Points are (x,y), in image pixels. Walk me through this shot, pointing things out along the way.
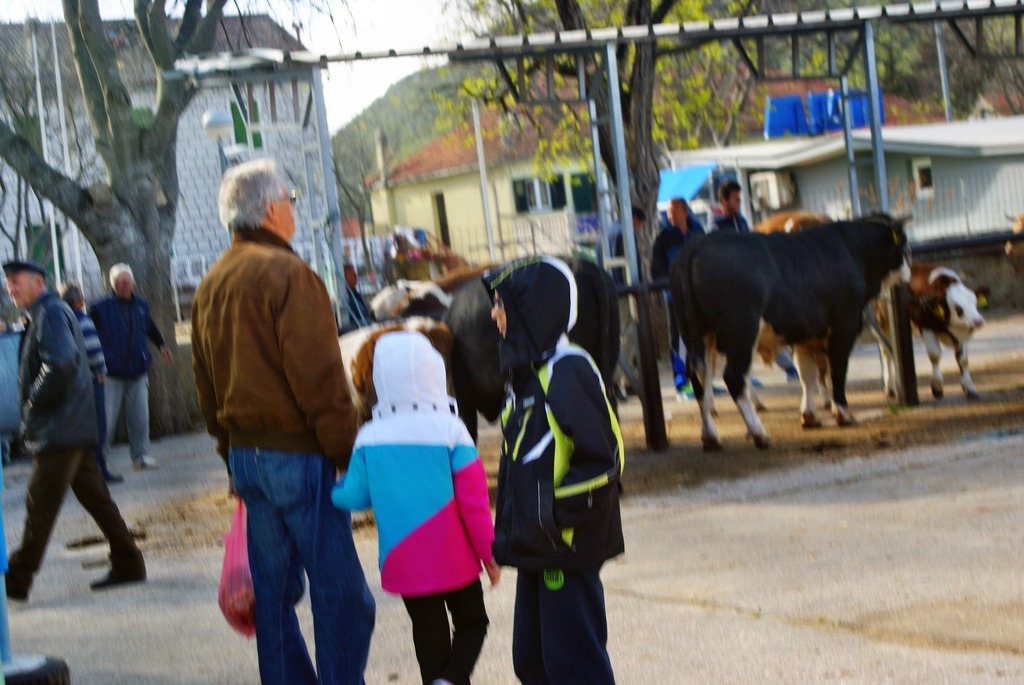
In this image I can see group of people (599,456) some are standing and someone walking. The person (261,358) in front (312,554) is wearing brown shirt (214,364), blue pant (280,568) and holding a cover (247,567), the person (509,470) at right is wearing black color dress (522,465). Background (970,311) I can see few animals (888,347) in brown and black color, buildings (512,191) in gray and cream color, trees (633,154) in green color and the sky (371,62) is in white color.
